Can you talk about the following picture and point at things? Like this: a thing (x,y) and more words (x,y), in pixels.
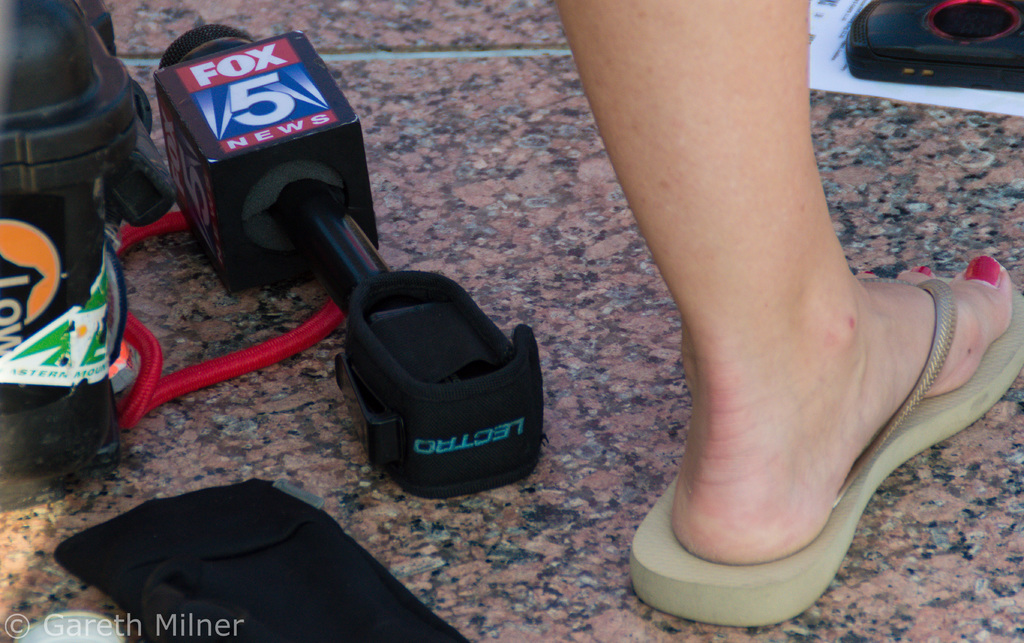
As we can see in the image there is a floor (554,238), human leg (731,342), mic (268,116) and bottle (83,247).
